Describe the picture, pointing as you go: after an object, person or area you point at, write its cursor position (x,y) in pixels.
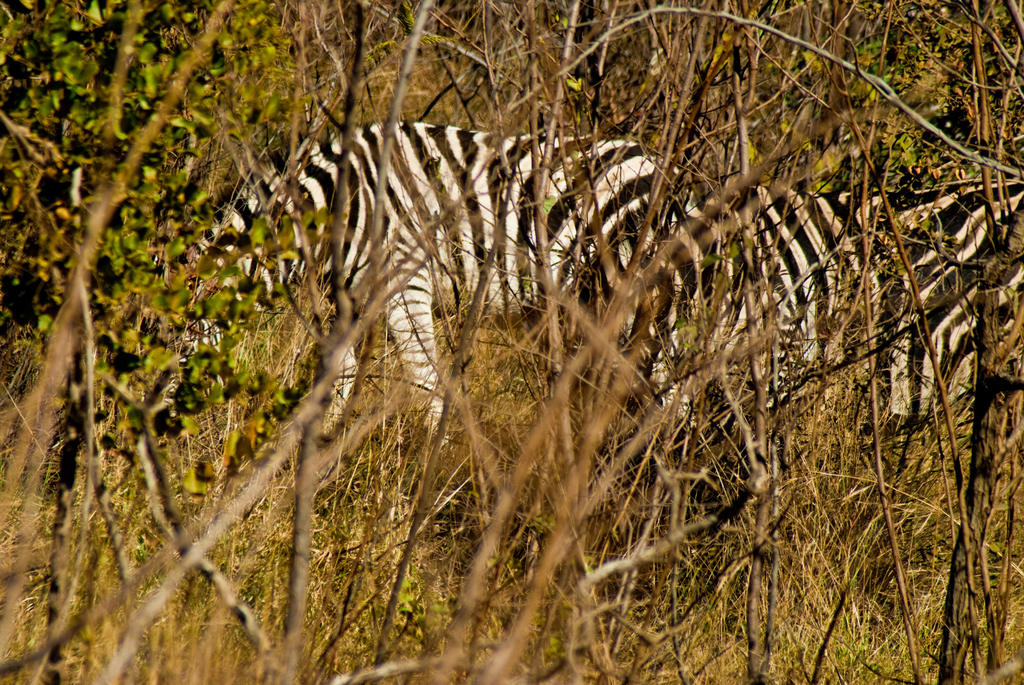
In this picture we can see few zebras (784,231) are standing, in the background (517,41) there are some trees (396,87), we can see some plants (653,622) at the bottom (375,592).
